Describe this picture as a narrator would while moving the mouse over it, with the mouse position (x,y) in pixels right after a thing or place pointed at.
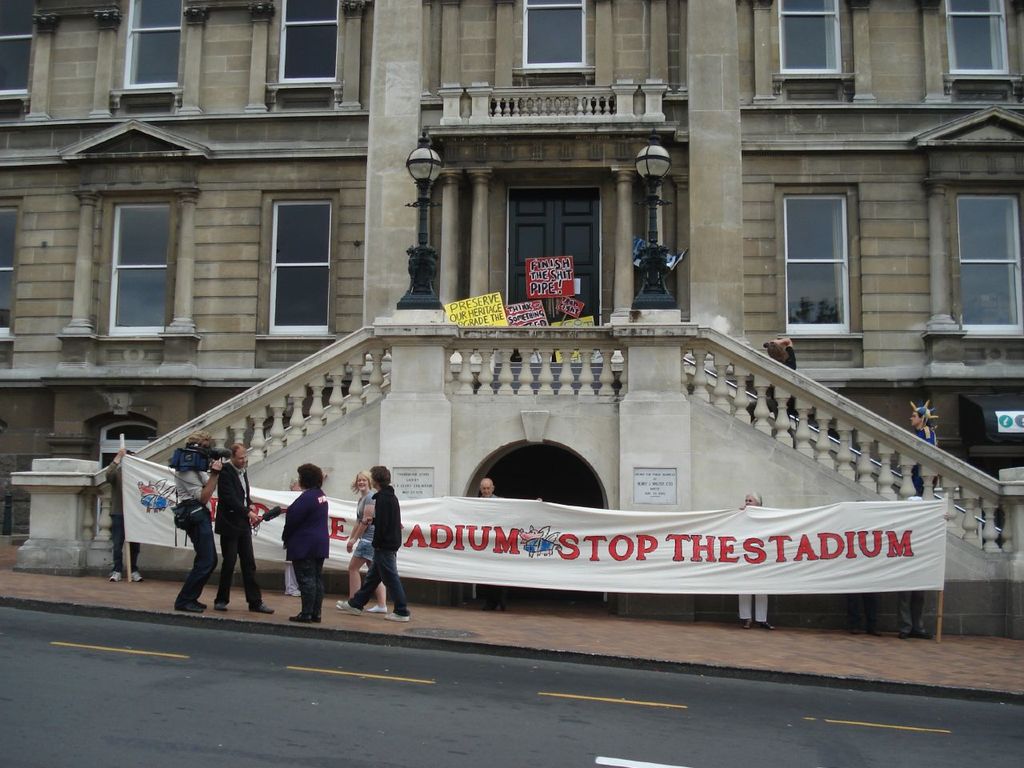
This image is clicked on the road (475,700). Beside the road (450,665) there is a walkway (634,623). There are a few people (321,558) walking on the walkway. There is a person (204,475) holding a camera (207,454) in his hand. Beside him there is another person (235,534) holding a microphone (261,519) in his hand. Behind them there are people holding a banner (650,532). There is text (696,542) on the banner (440,538). In the background (298,60) there is a building (516,347). There are glass windows (297,235), a door (555,230), lights (647,168) and a railing (482,389) to the building (855,416). There are many boards (522,305) near the door (516,292).
